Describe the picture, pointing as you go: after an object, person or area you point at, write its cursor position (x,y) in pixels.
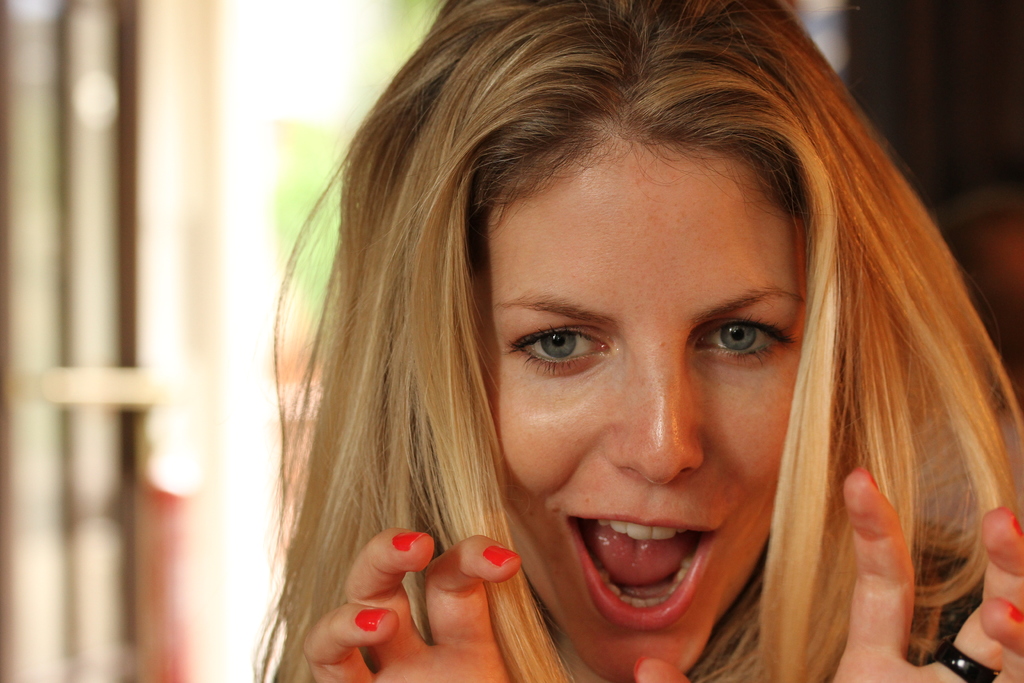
In this picture I can see there is a woman (946,627) and she is having a ring (951,660) to her finger (963,649) and in the backdrop (89,409) there is a window (230,295) and the backdrop (10,550) is blurred.
